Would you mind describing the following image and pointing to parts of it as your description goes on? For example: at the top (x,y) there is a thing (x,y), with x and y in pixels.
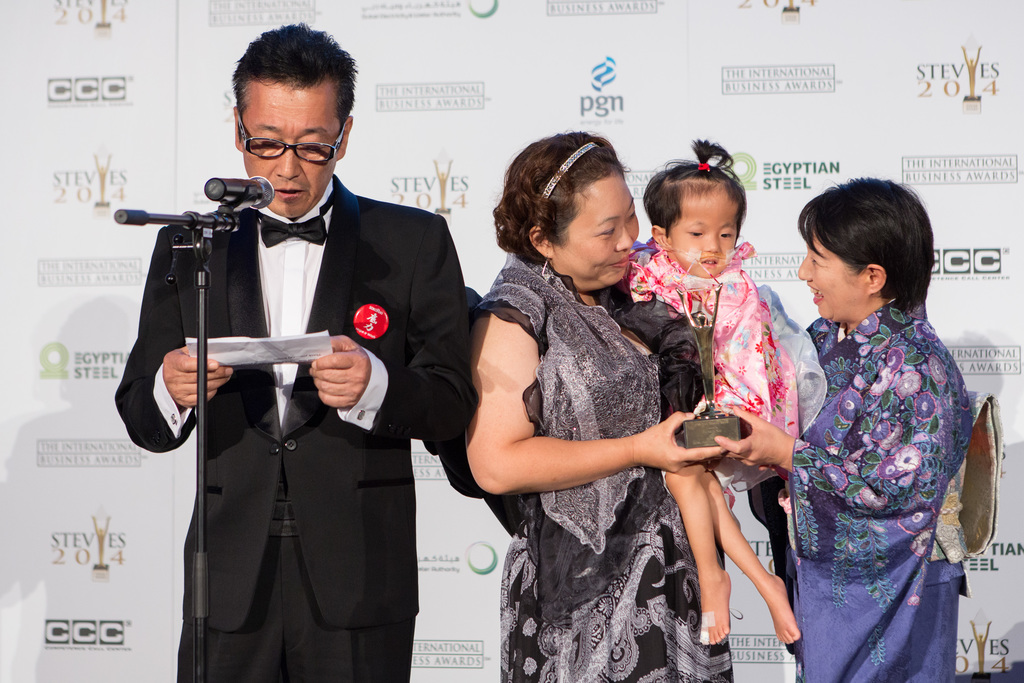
In this image there are three people (609,421) standing and one person (681,398) is holding a baby (708,504) and shield (736,417) and one person (393,285) is holding a paper (224,345) and talking, in front of him there is mike (229,198) and in the background (115,156) there are some boards (639,138). On the boards (916,126) there is text (965,158).
